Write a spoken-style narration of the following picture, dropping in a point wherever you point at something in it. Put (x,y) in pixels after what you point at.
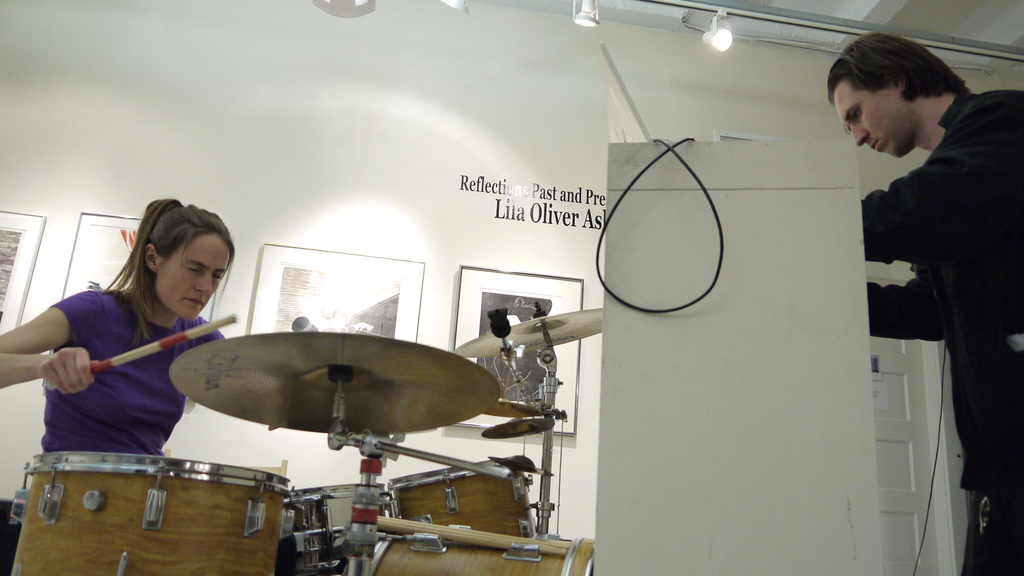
In the picture, a woman (171,359) is sitting in front of the music system (247,552), she is playing the drums (381,403) in front of her there is a white color table (734,219) and beside the table (691,308) a man (944,192) wearing black color jacket (921,196) is standing, in the background (425,152) there is a white color wall (445,267) and some photo frames (468,331) to the wall (486,237), there is also a quotation (530,188) written on the wall (530,208), to the roof (710,11) there are white color lights (722,24).
